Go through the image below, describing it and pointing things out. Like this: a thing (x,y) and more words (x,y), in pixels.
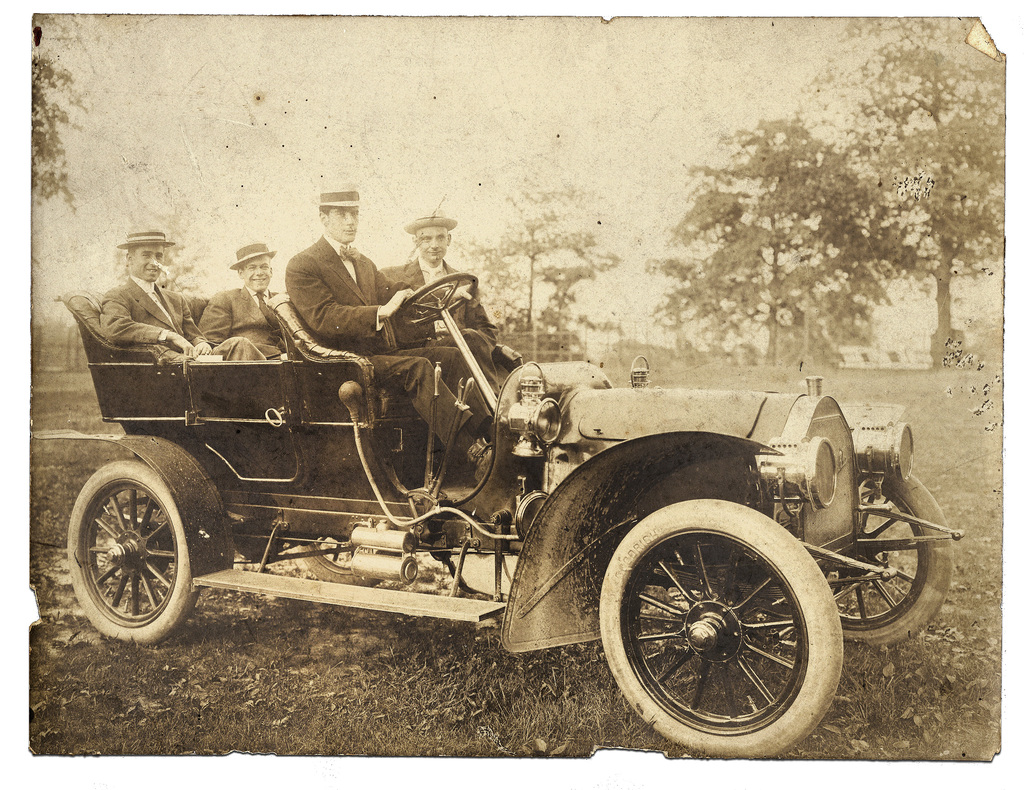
In this black and white picture there are people (392,346) those who are sitting in a car (285,322) and there are trees (579,316), boundary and sky (628,285) in the background area (585,303).
